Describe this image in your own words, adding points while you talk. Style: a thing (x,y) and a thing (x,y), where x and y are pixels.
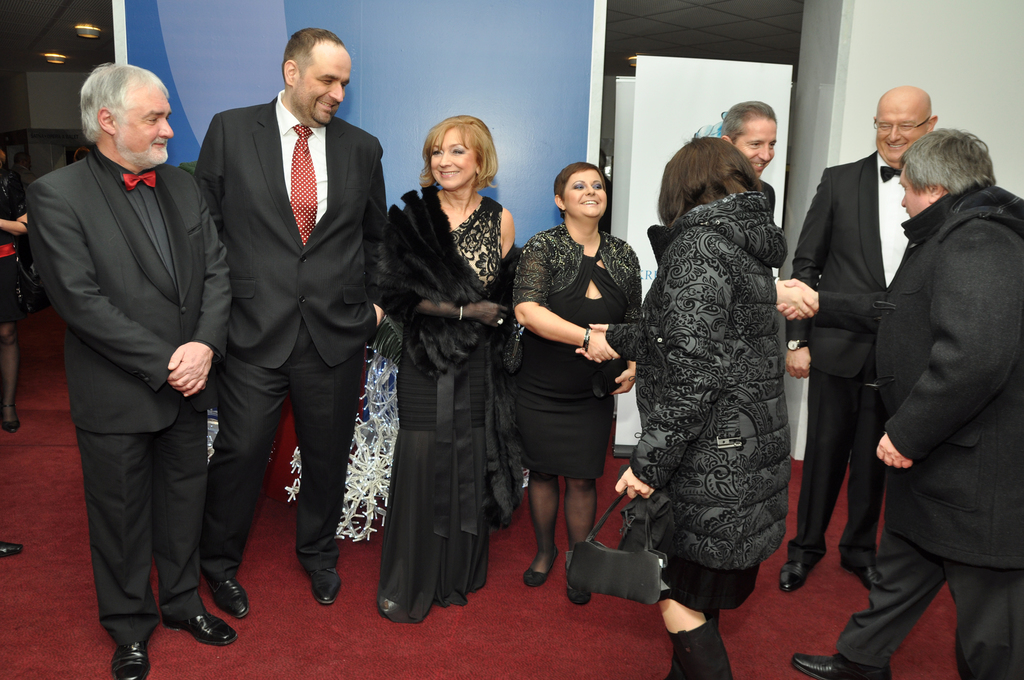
In the center of the image (475,356) there are people (121,567) standing on the carpet (545,610). In the background of the image (473,80) there is a banner (551,23). There is a wall (916,48).
